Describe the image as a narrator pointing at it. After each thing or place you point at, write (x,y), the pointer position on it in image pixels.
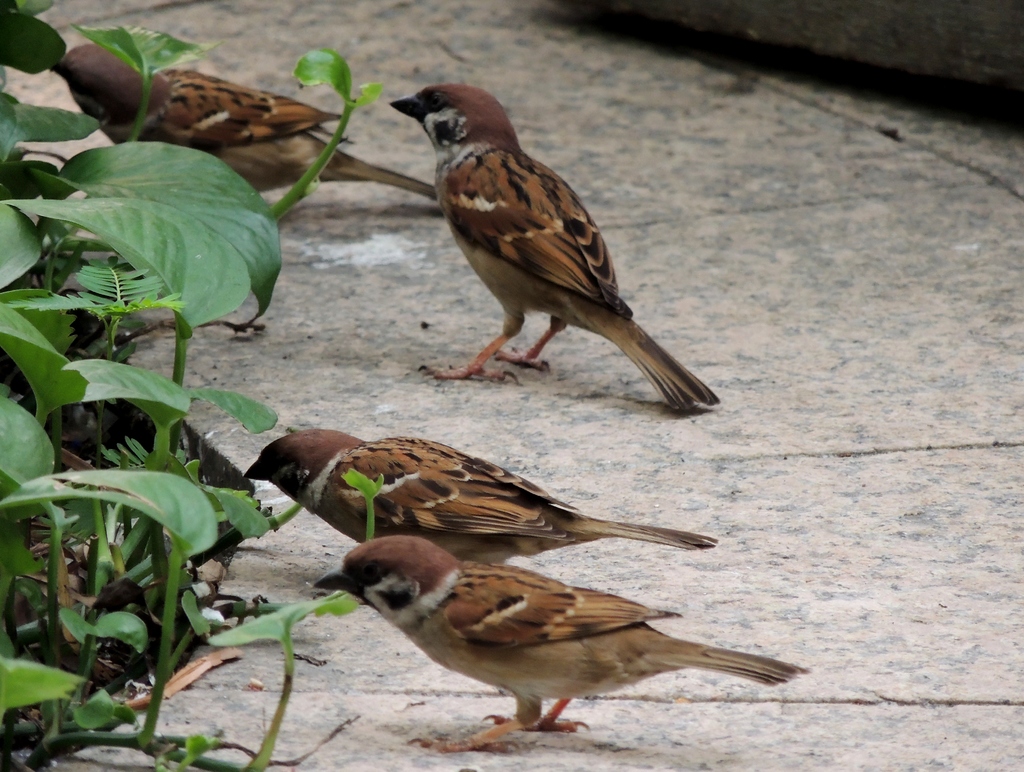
In this image there are birds (376,594) on the floor (646,278). In front of them there are plants (135,384).
